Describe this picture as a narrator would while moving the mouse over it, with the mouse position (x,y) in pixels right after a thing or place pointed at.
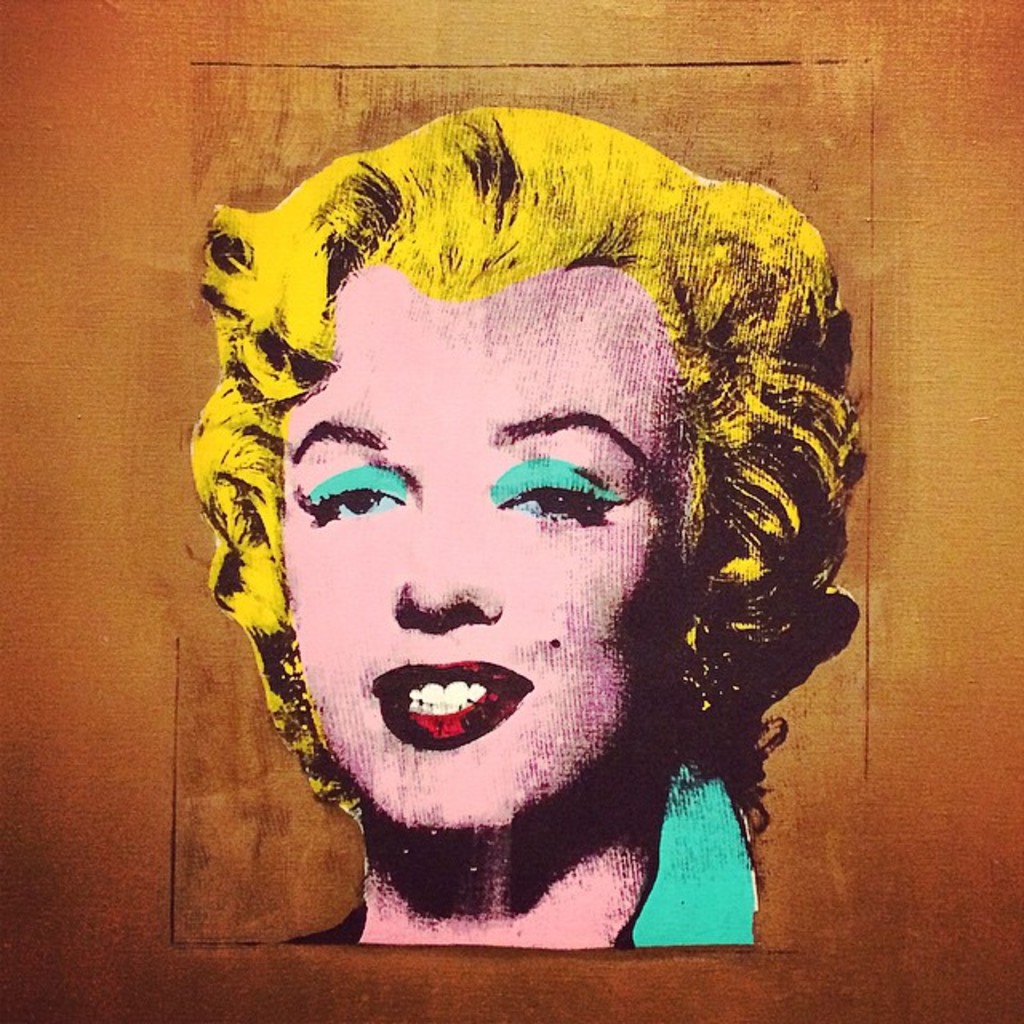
In this image I can see a painting (451,500) of a woman (675,823). The background (993,140) is brown in color.
